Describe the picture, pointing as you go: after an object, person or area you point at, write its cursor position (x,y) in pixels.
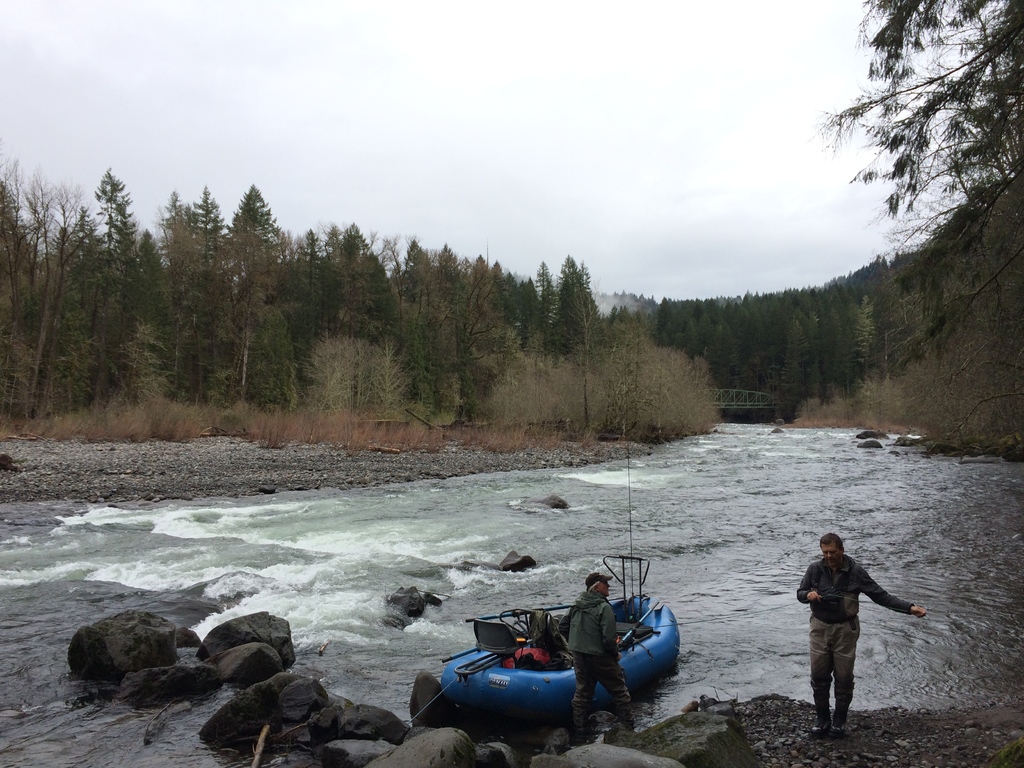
This picture is clicked outside the city. On the right (852,571) we can see the two persons (843,621) seems to be standing and holding some objects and we can see the rocks (688,752), a blue color boat (505,697) in the water body (598,552) and we can see the gravels (157,472), grass (58,433) and trees (715,322). In the background (304,66) there is a sky (511,101).
